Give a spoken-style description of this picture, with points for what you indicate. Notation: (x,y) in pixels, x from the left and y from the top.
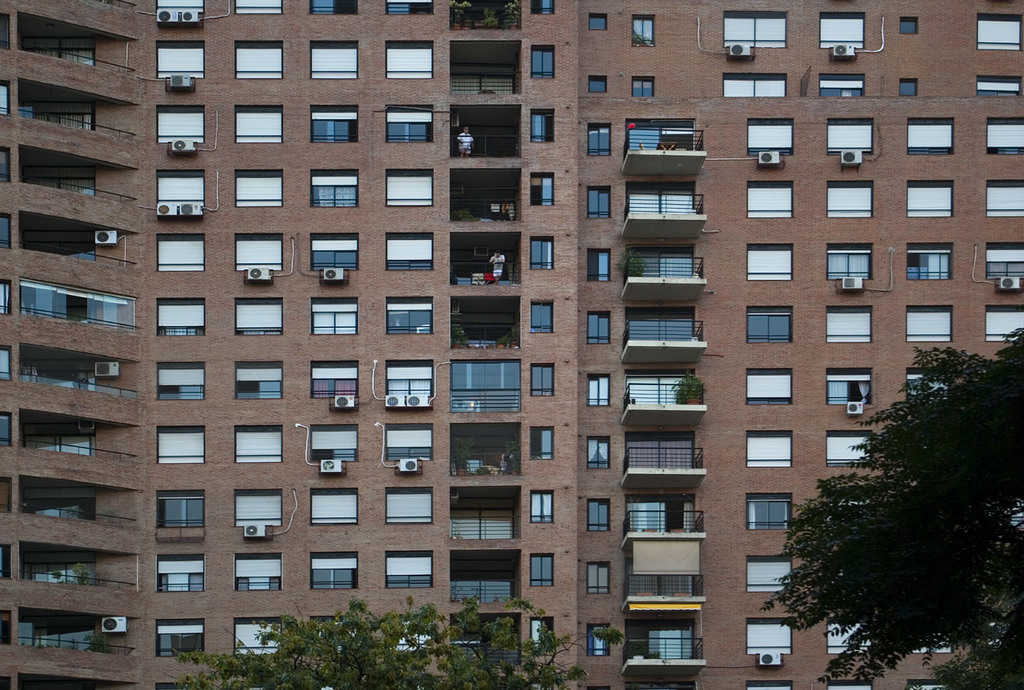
Here in this picture we can see a building (965,12) present and we can see number of windows (79,301) and balconies (70,376) and AC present on the building (799,385) here and there and we can see some people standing over there and we can see trees (463,607) present here and there.
